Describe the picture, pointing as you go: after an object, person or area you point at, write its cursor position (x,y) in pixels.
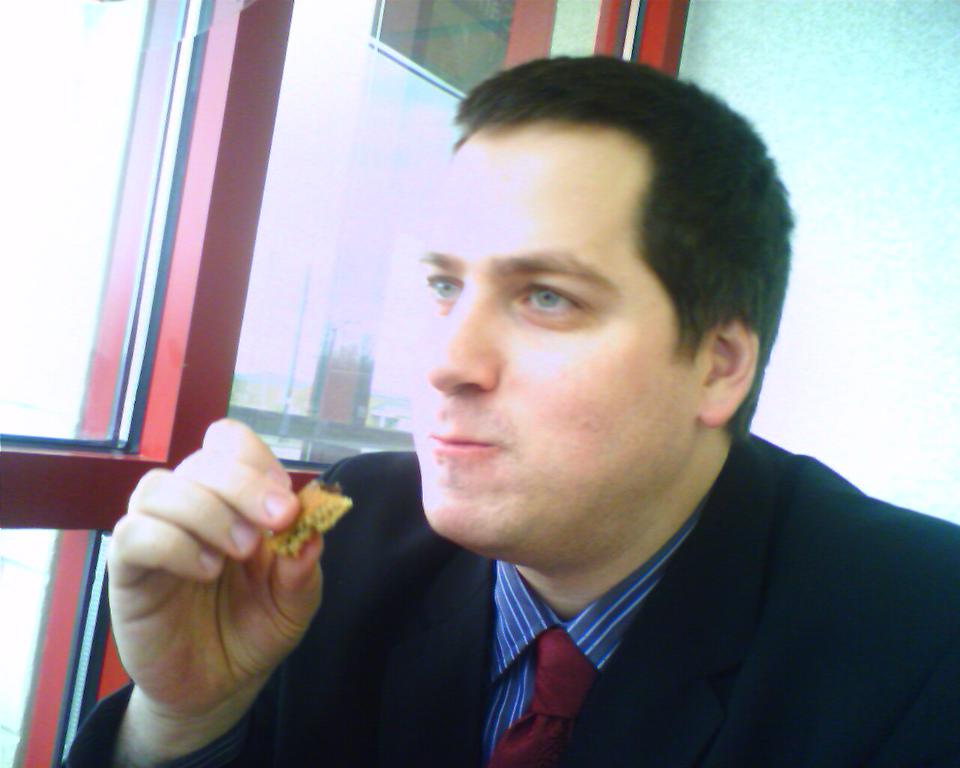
In the center of the image (551,512) we can see one person (484,602) holding some food item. And he is chewing, which we can see on his face (523,471). In the background (913,104) there is a wall (915,100), glass (415,237) and a few other objects (248,227).
